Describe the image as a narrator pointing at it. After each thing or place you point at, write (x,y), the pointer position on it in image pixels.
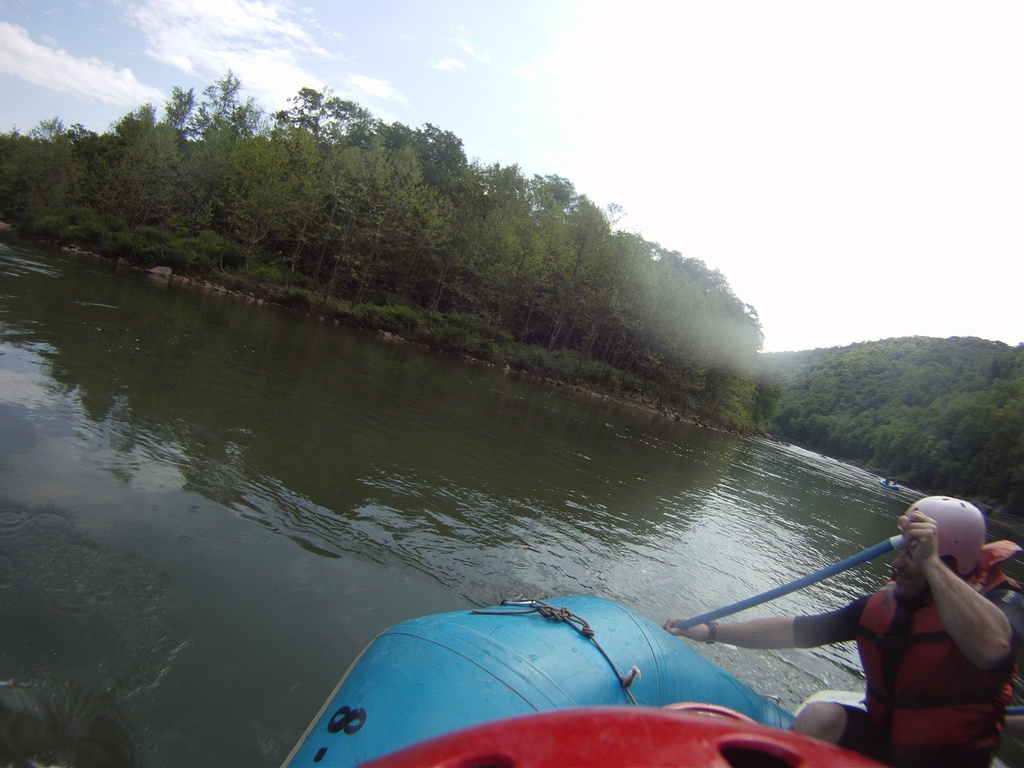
On the right side (991,654), there is a person (993,663) in a boat (394,629) which on the water (319,637). In the background (799,397), there are trees (761,358), plants (127,224), a mountain (861,351) and there are clouds (377,89) in the sky (317,80).
